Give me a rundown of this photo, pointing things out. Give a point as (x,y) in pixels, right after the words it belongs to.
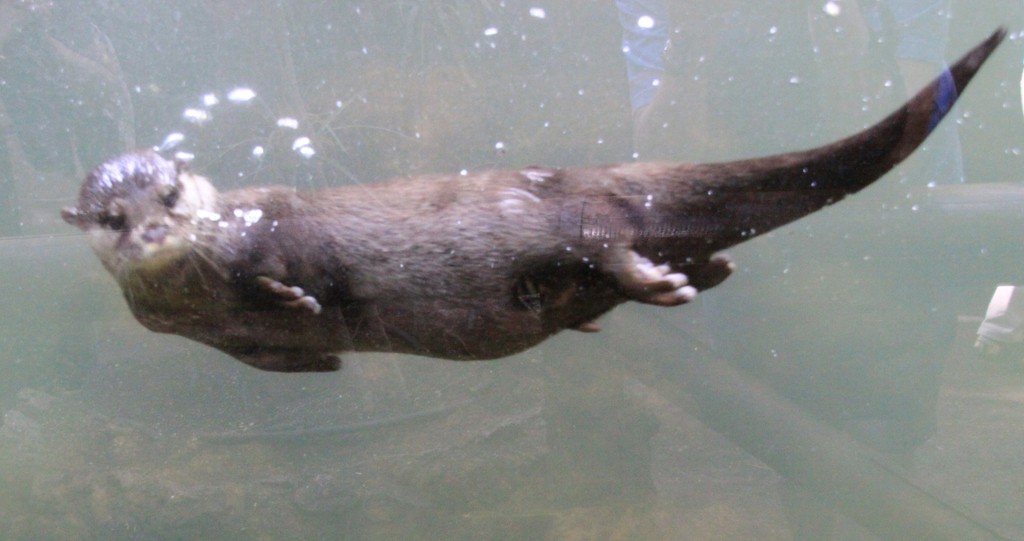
In this image we can see otter (500,258) swimming in the water (22,421).
